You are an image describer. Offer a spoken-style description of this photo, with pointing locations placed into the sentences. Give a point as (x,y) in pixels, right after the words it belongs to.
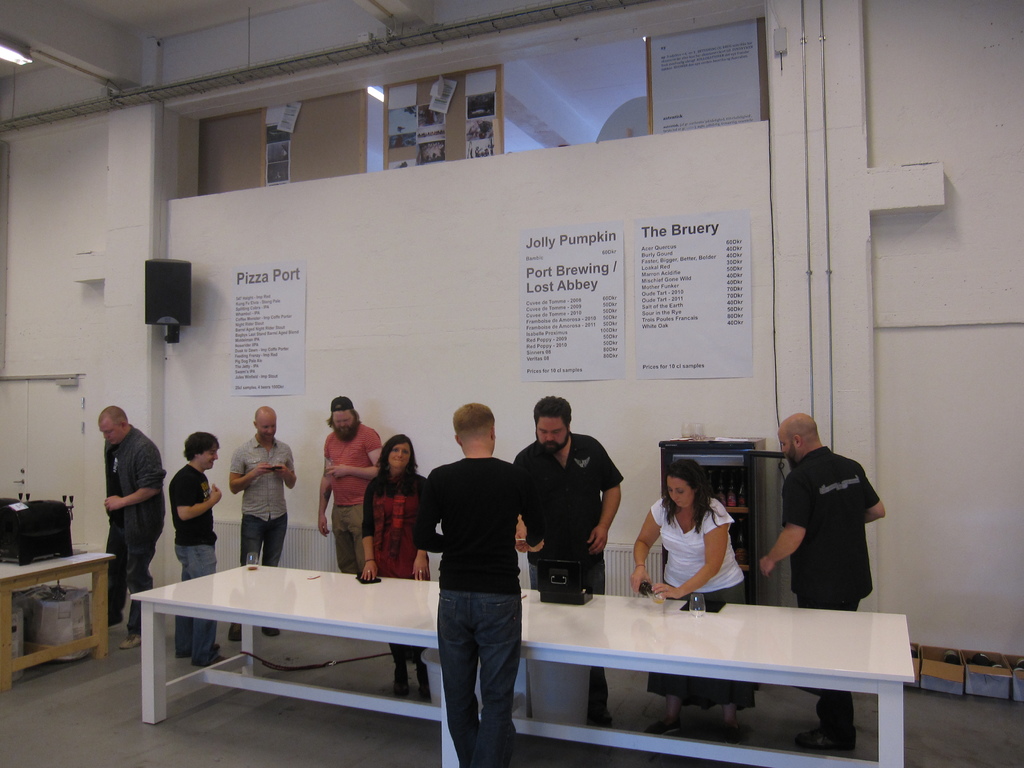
In this image i can see group of people (520,518) standing there are few glasses (696,607) on a table (685,633) at the back ground (554,314) i can see few papers (541,286) attached to a wall (495,266) and a woofer (169,288).
